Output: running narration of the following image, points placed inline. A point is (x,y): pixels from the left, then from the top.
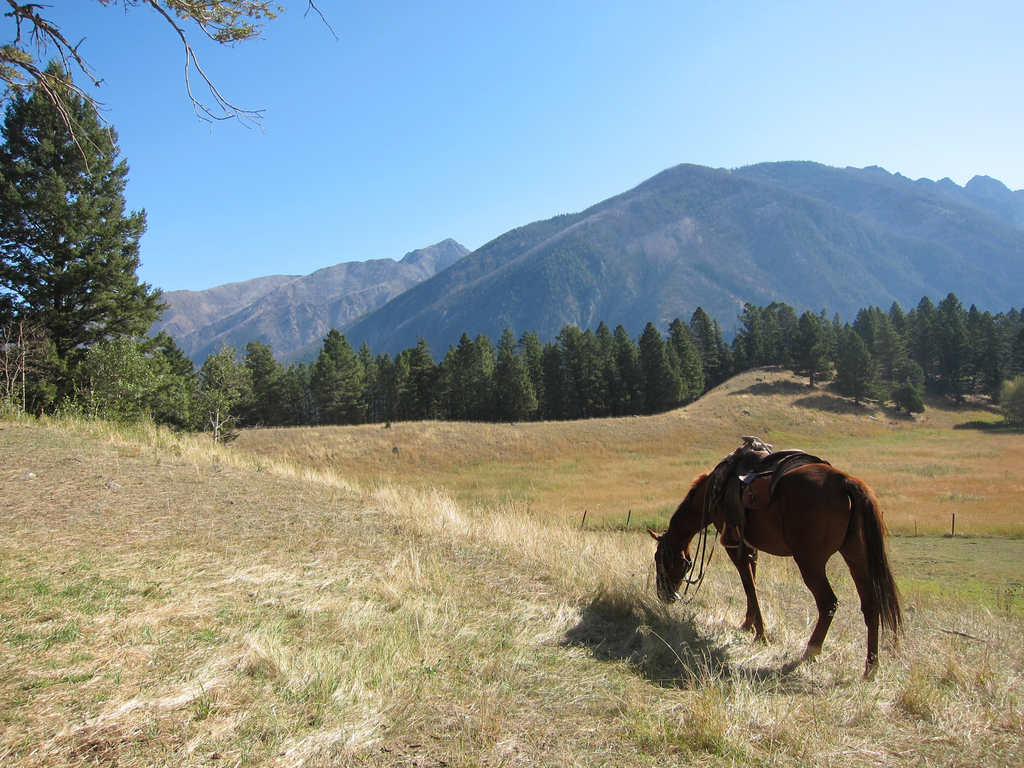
In this image, we can see a horse (807,558) on the right side (778,561), there's grass (772,568) on the ground (109,506), we can see some trees (953,328), there are some mountains (361,281), at the top (388,240) there is a blue sky (435,32).
